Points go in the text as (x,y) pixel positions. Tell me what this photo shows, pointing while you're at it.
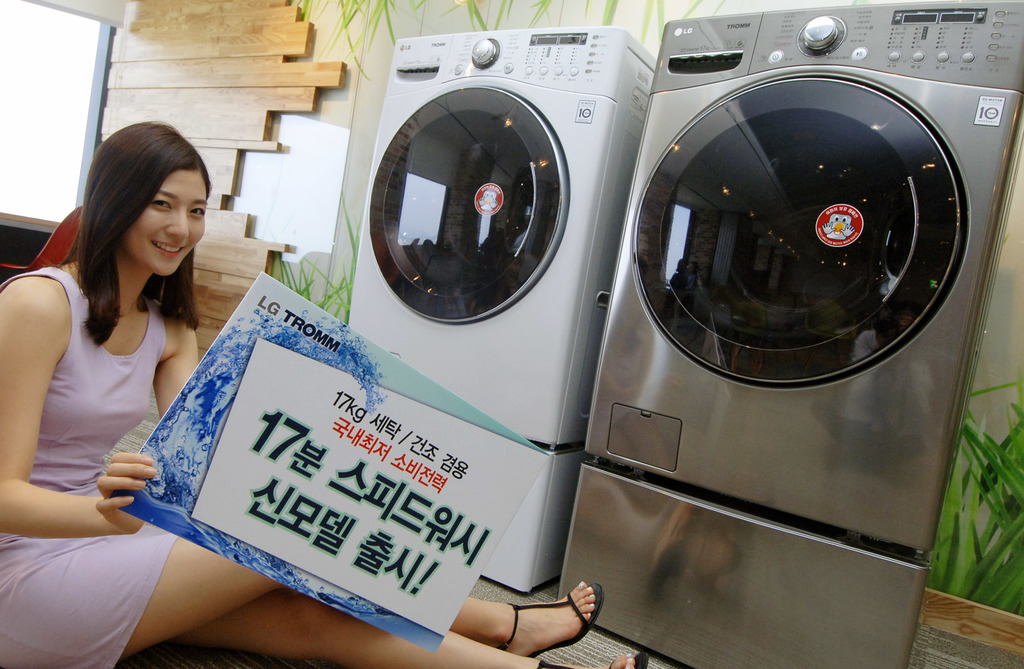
In the image there are two washing machines (726,263) and in front of the washing machines (491,142) there is a woman (373,647) sitting on the floor (592,662) and she is holding a poster (231,512) with her hand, in the background (364,45) there is a wall (328,42).
